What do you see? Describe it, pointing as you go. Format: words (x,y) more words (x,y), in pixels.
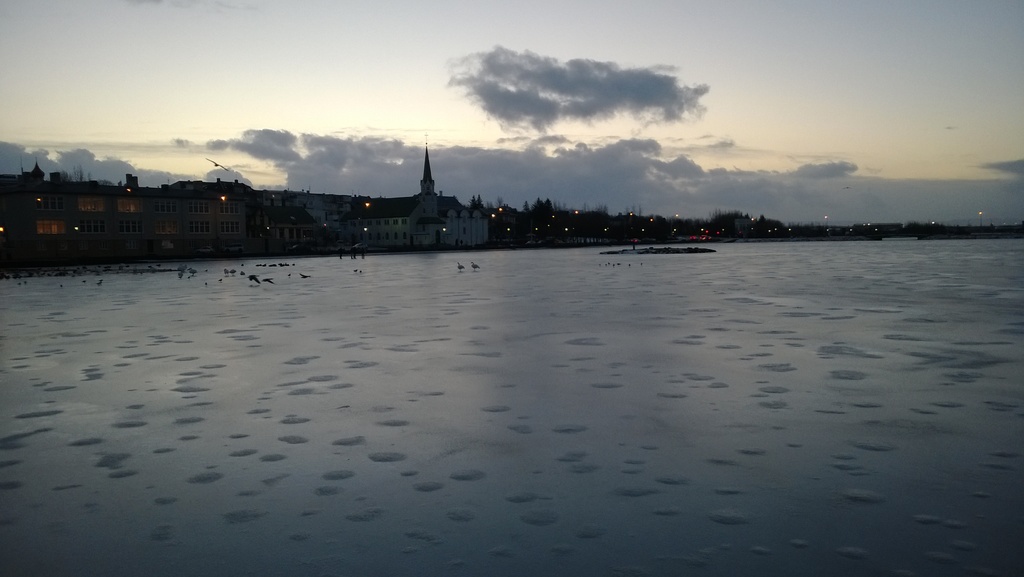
In this image we can see the water (370,443) and there are some birds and in the background (163,237), we can see some buildings (452,236) and trees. At the top (669,189) we can see the sky (953,192) with clouds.
